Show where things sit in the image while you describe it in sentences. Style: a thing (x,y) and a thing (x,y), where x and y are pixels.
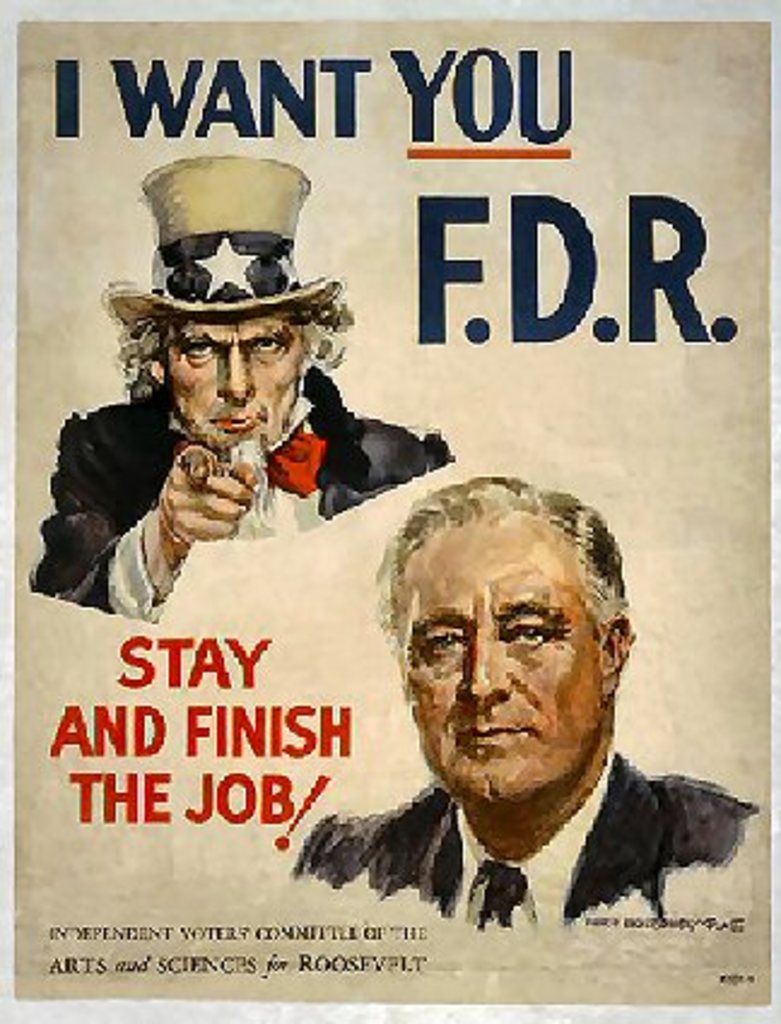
In this image, we can see a poster (189,385), on that poster (148,379) there are two pictures (331,400), we can see ¨I WANT YOUR F. D. R¨ is printed on that poster (659,388).
